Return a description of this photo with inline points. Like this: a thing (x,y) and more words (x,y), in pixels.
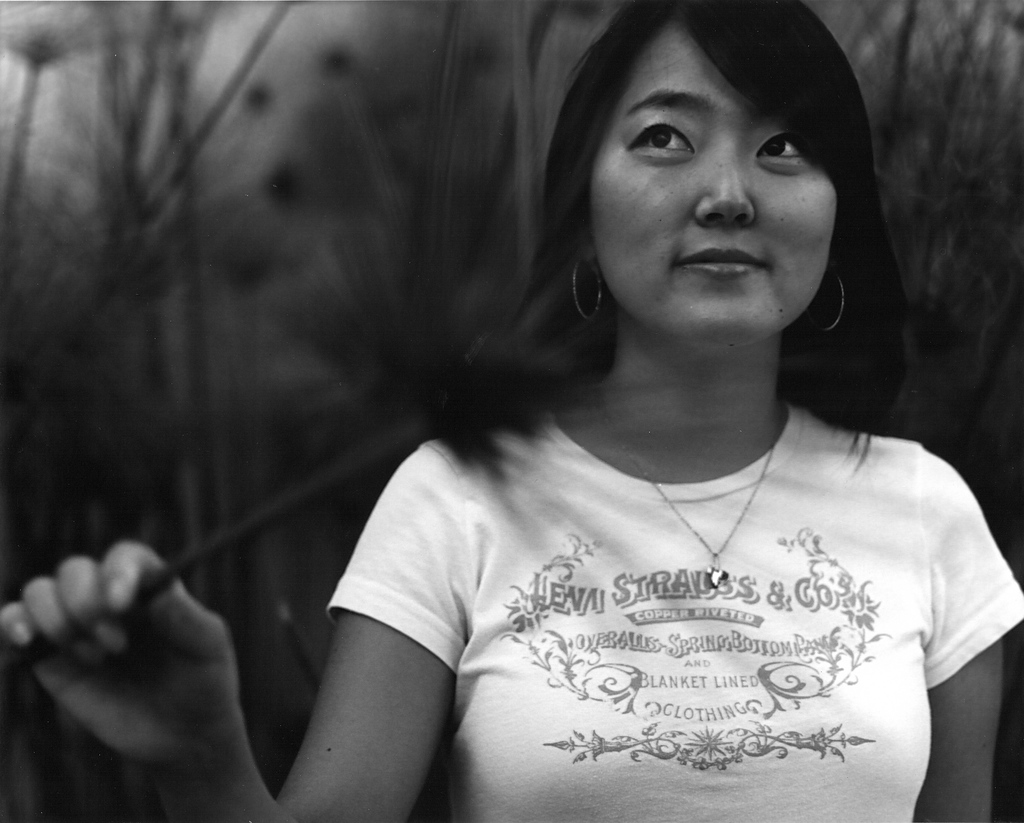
This is a black and white image. I can see the woman (665,383) standing and smiling. She is holding a kind of stem (152,587) in her hand (165,597). She wore a T-shirt (567,654). In the background (523,98), I think these are the trees (1018,297).
